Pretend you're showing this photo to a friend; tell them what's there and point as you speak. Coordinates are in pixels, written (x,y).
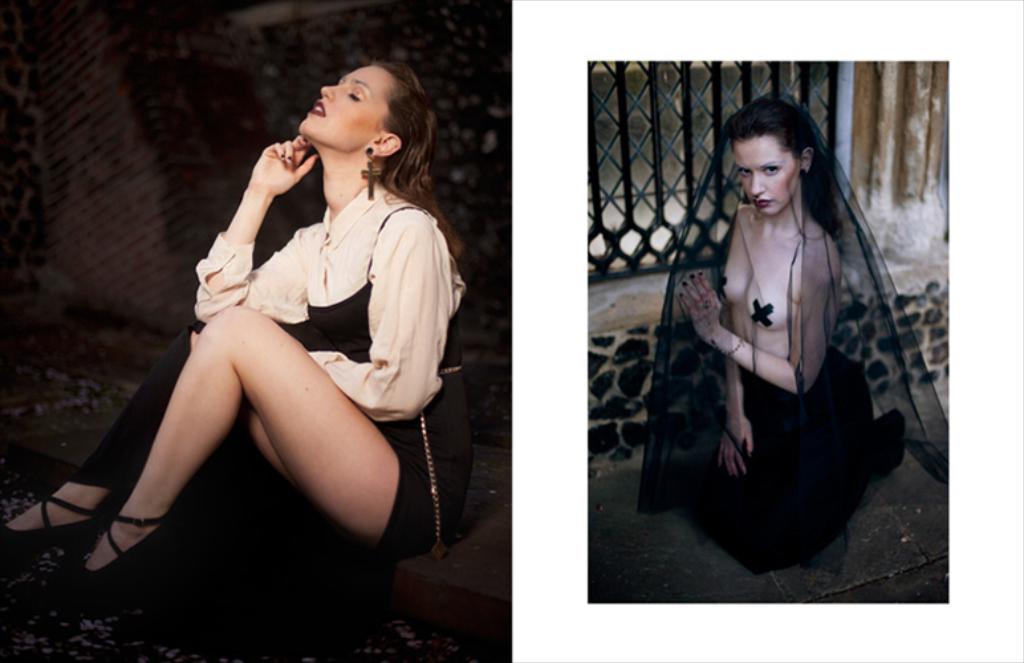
In this picture we can see a collage image, in first image we can see woman (438,531) wearing dress (412,498), in second image we can see women (817,541) wearing half clothes (816,527).
